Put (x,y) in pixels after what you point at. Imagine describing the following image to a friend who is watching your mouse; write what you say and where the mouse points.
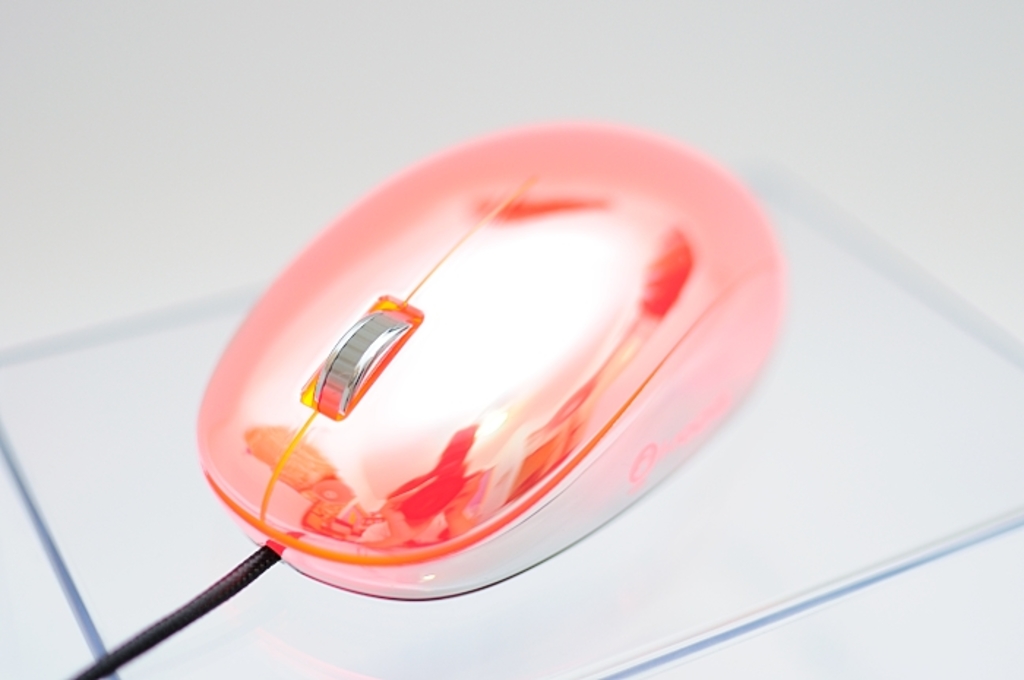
In this picture we can see a computer mouse (528,546) and a black wire (261,554) to it.
